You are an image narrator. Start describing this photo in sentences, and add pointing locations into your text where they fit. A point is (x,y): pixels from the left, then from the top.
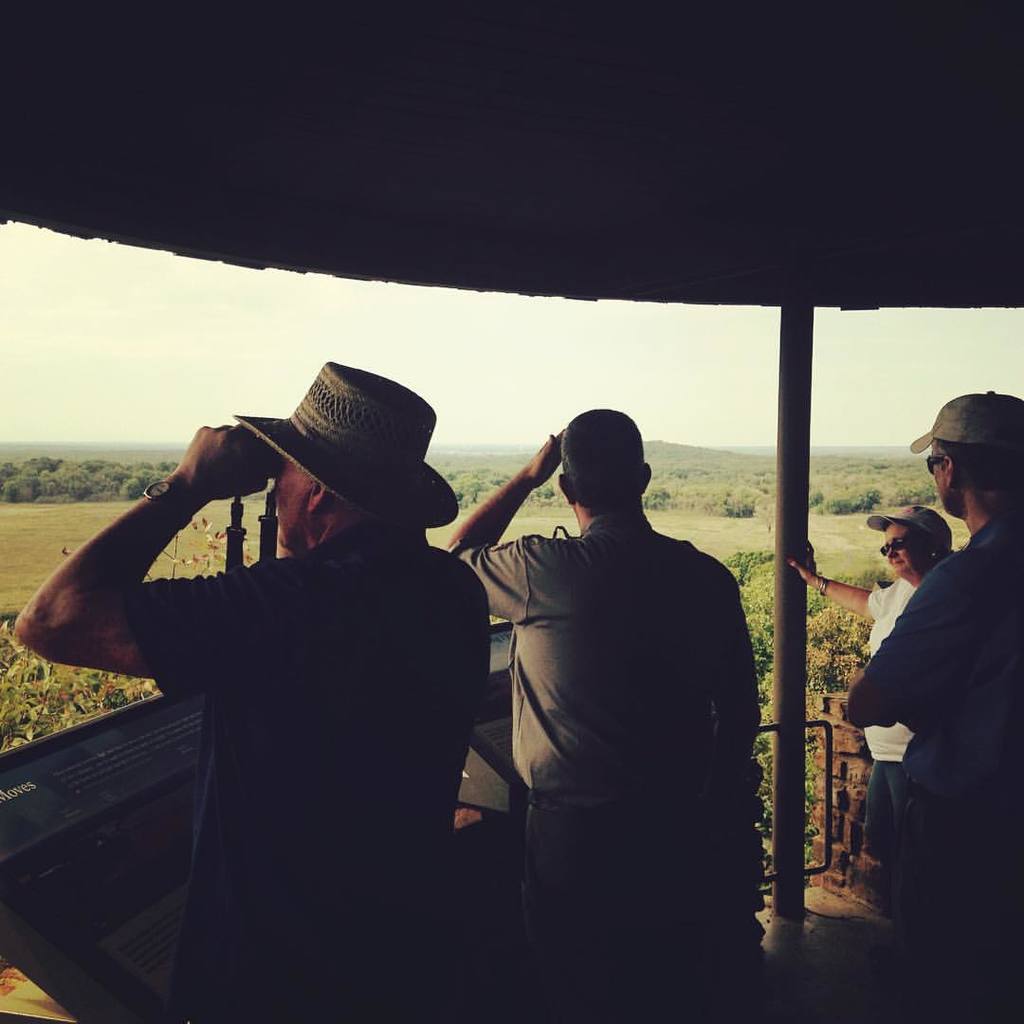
On the left side (331,573), there are two persons (453,500). One of them is holding a binocular (268,445) and watching something. On the right side (929,707), there are other two persons (918,706) who are wearing caps (1010,420) and sunglasses (902,547). One of them is holding a pole (806,339). Above them, there is a roof (302,61). In the background (52,464), there are trees (908,474), mountains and plants (7,524) on the ground (63,513) and there is sky (666,339).
